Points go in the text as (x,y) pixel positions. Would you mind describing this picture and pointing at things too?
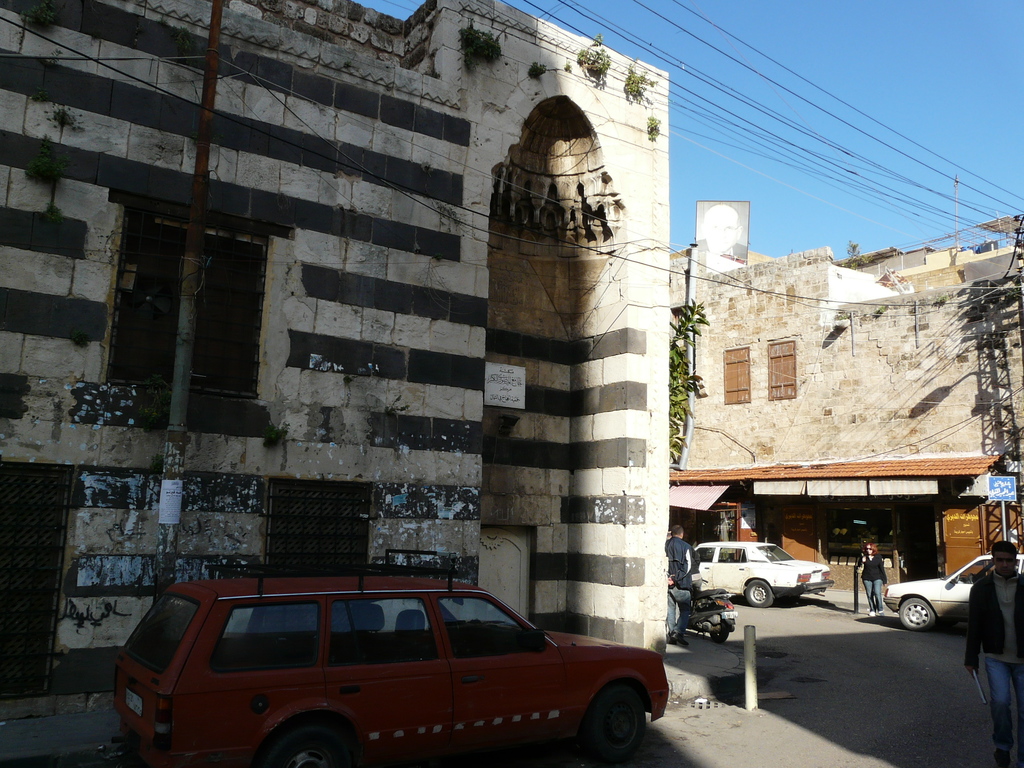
In this image we can see buildings (640,470), vehicles (960,594), persons (982,616), poles (748,651), tree (699,374), plants (653,122) and other objects (995,497). In the background of the image (957,56) there is the sky (797,118) and the cables (795,171). At the bottom of the image (804,747) there is the road (893,745).
